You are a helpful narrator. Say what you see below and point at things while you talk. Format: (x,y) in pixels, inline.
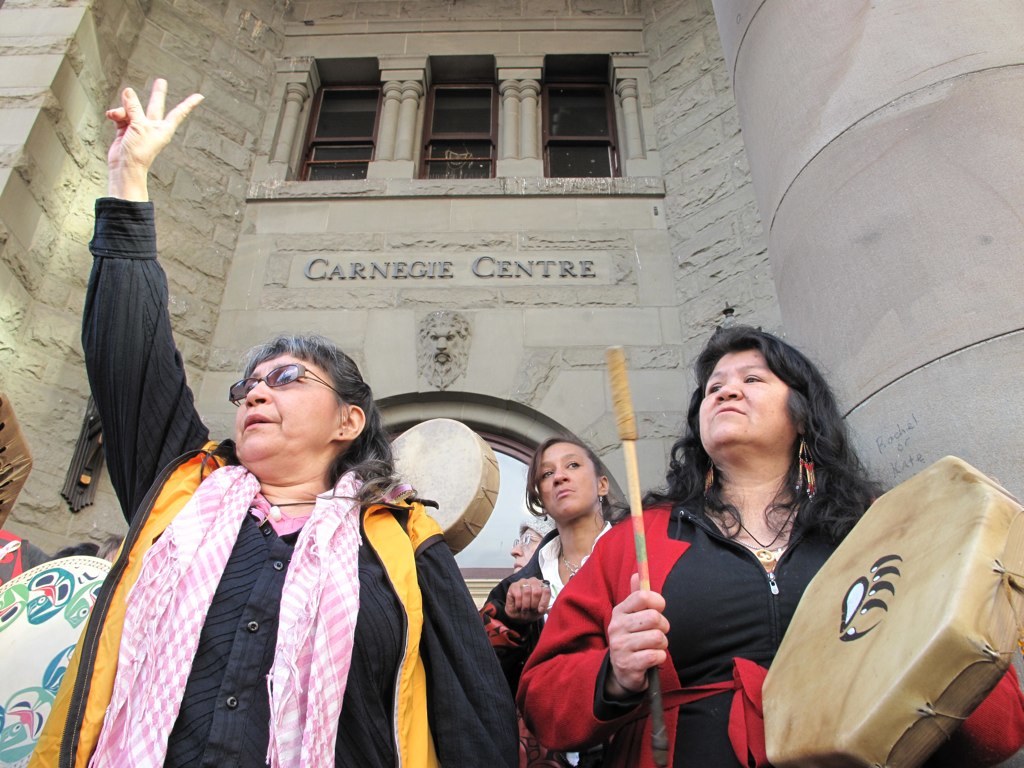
This is a building (579,135) with window (577,148). These persons (571,502) are standing and holds a musical drum (869,640) with stick (631,405). This woman (235,458) wore scarf (162,564) and wore yellow jacket (386,542). This woman (723,572) wore red jacket (596,620).
